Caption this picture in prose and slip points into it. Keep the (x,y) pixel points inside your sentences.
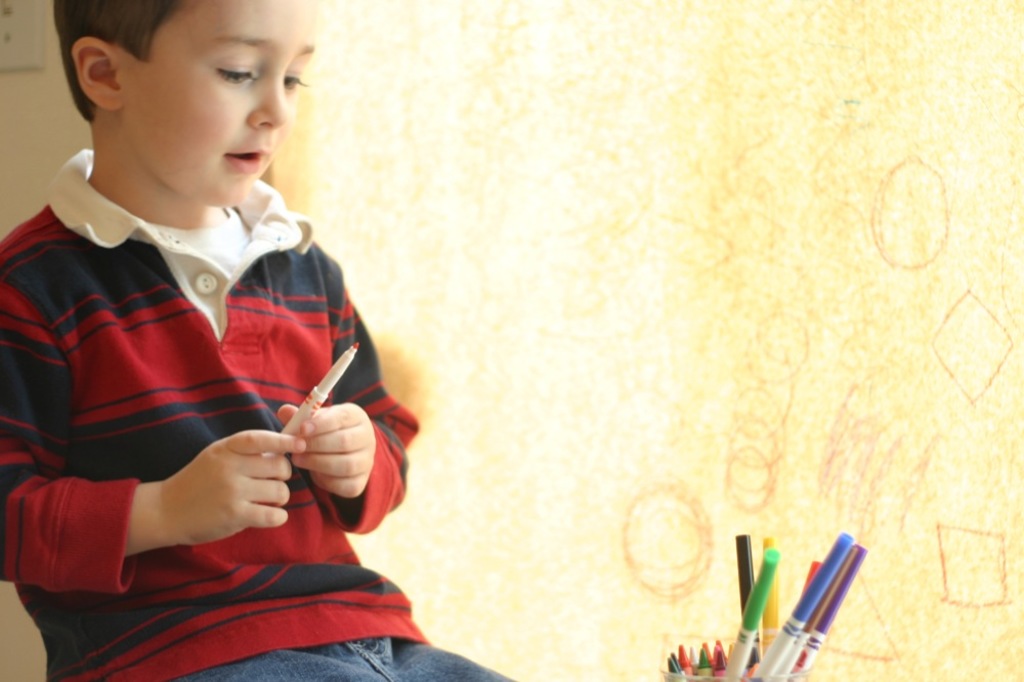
In this image in the front (800,632) there are pens (756,641) and on the left side (225,408) there is a boy (197,376) holding a pen (310,403) in his hand (256,433). In the background (536,307) there is a wall (650,293).
